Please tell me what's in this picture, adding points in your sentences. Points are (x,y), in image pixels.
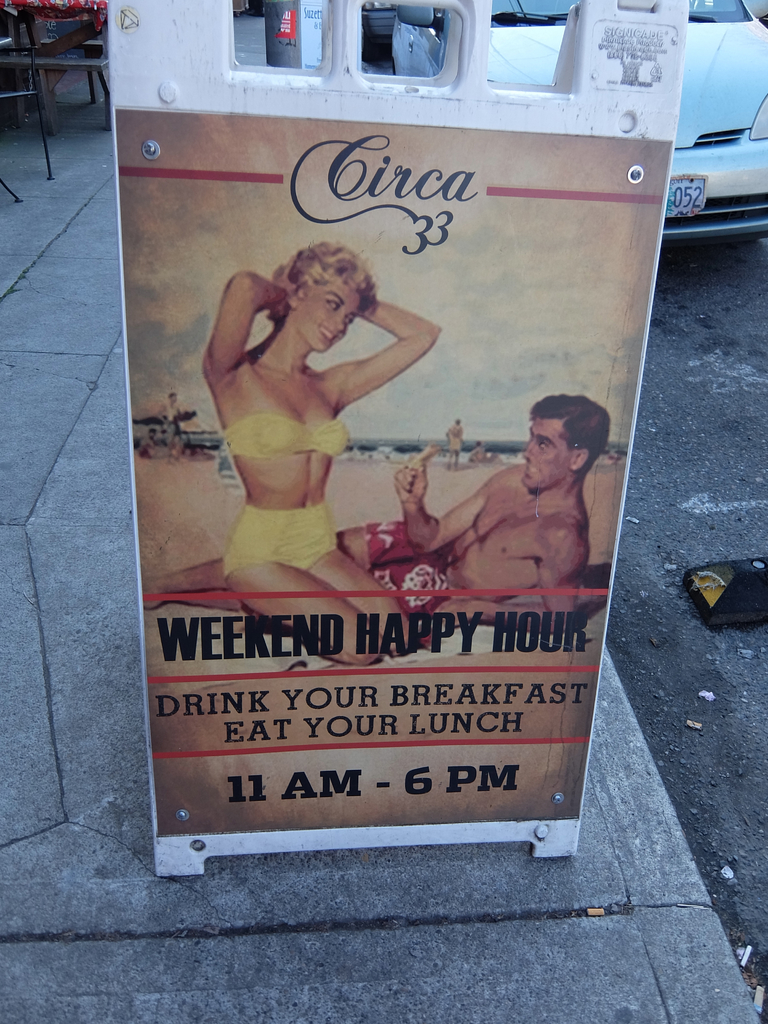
In this image I can see a board (486,625) and on it I can see something is written. I can also see the depiction picture (234,532) of people (416,556) on the board (387,395). On the top side of the image (509,12) I can see a vehicle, a bench (25,67) and few other things (51,10). On the right side of the image (689,591) I can see a black colour thing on the road (689,688).
